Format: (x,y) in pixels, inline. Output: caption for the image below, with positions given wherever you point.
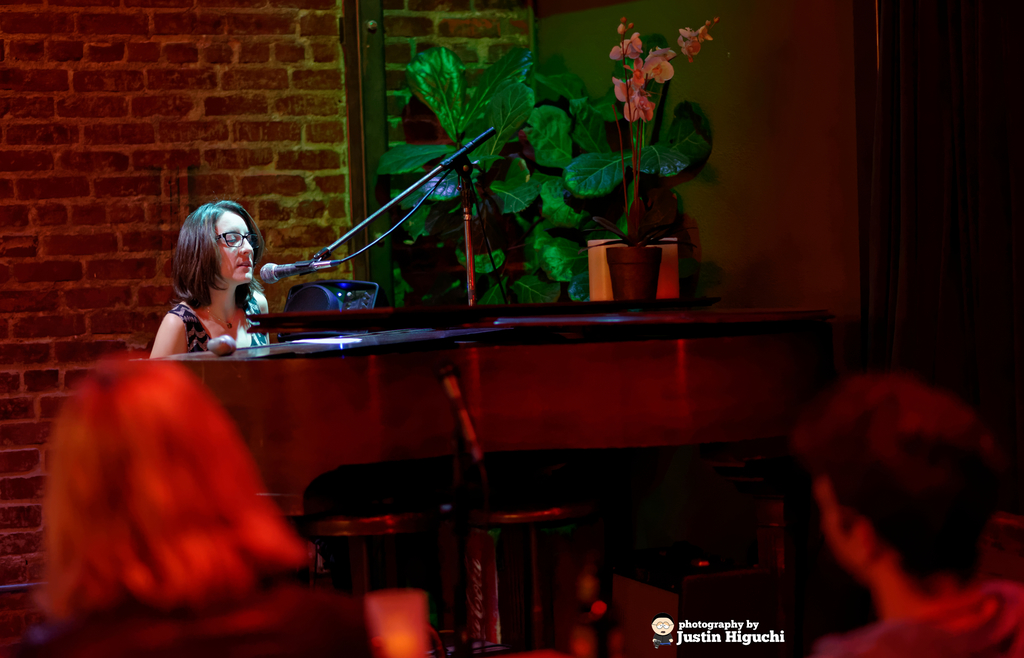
In this image I can see the person (163,320) sitting in-front of the mic (265,279). The mic (291,268) is on the piano (574,341). To the side I can see the flower pot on it. I can also see the plant (546,139) to the right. In-front of that person (169,340) I can see two people (160,627).
